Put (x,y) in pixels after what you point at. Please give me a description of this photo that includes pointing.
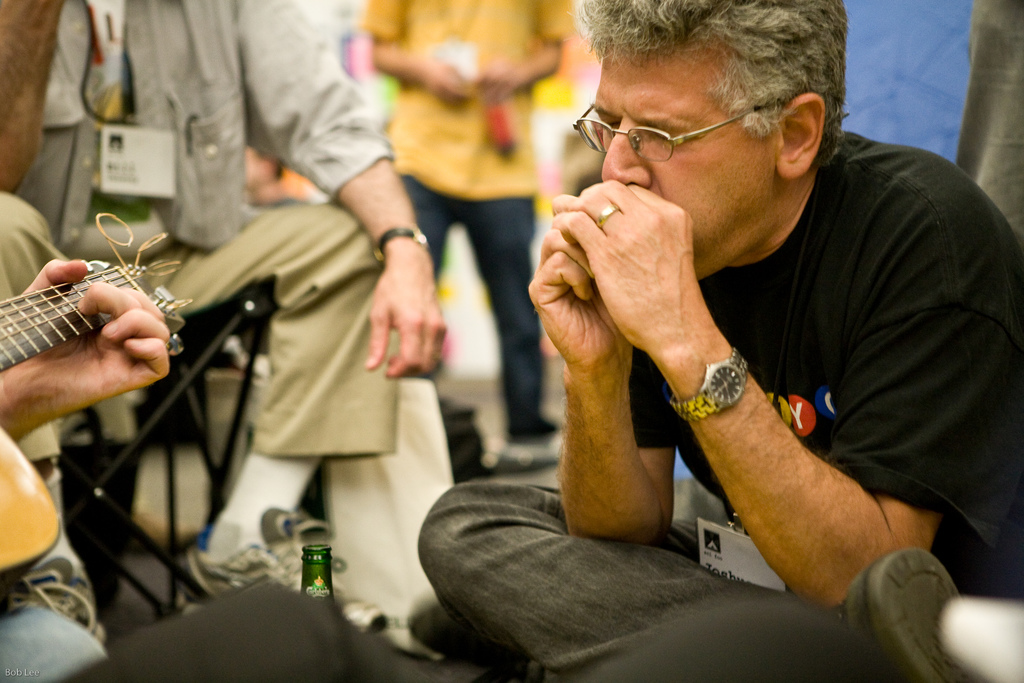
In this image we can see one person (805,42) sitting and wearing eyeglasses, we can see the guitar (18,300), beside there are some people (67,75), at the bottom (310,567) we can see the bottle (302,585).
